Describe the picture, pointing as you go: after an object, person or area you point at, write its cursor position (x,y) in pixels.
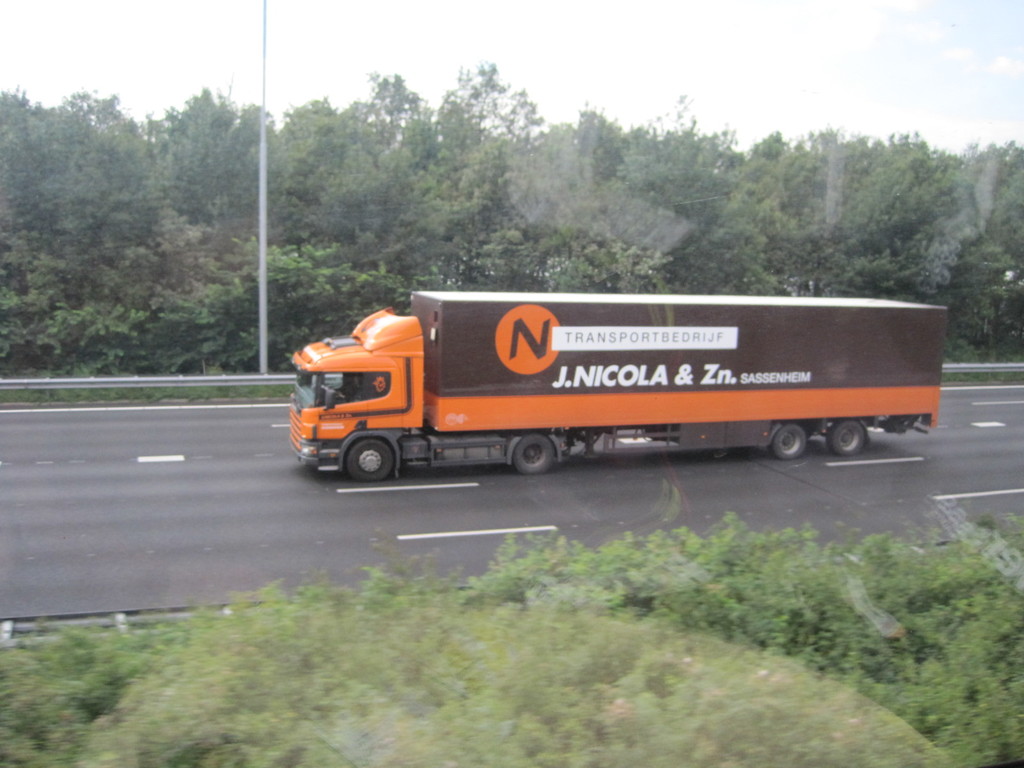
In this picture we can see a vehicle (355,426) on the road (251,586), trees (326,251), leaves (624,584) and pole (262,299). In the background of the image (812,116) we can see the sky (833,73).
